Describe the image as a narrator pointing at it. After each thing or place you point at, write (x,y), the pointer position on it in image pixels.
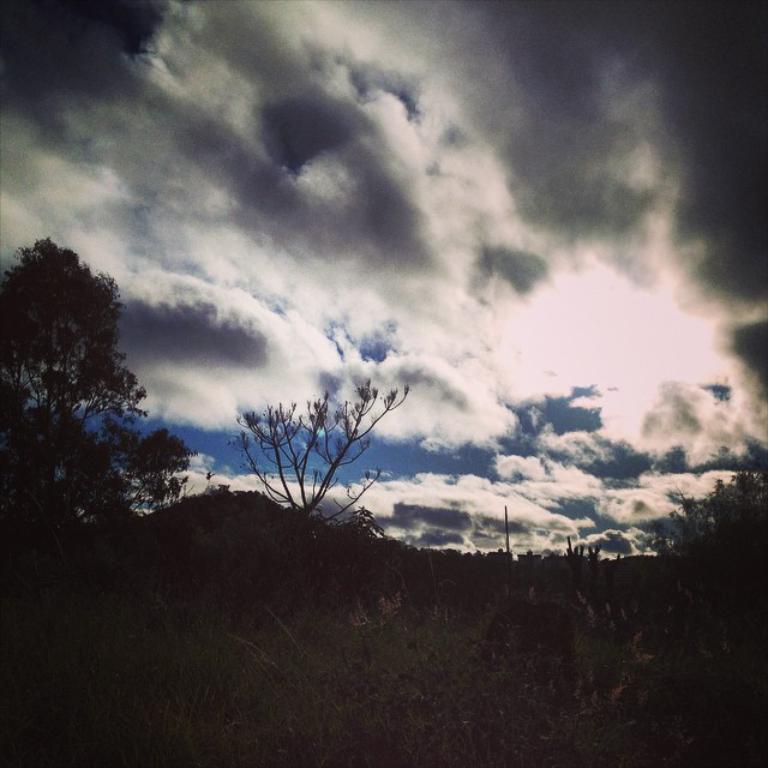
In the picture we can see some plants (431,674) and near to it, we can see a tree (92,500) and in the background (485,556) we can see a sky (360,310) with clouds (404,326).
